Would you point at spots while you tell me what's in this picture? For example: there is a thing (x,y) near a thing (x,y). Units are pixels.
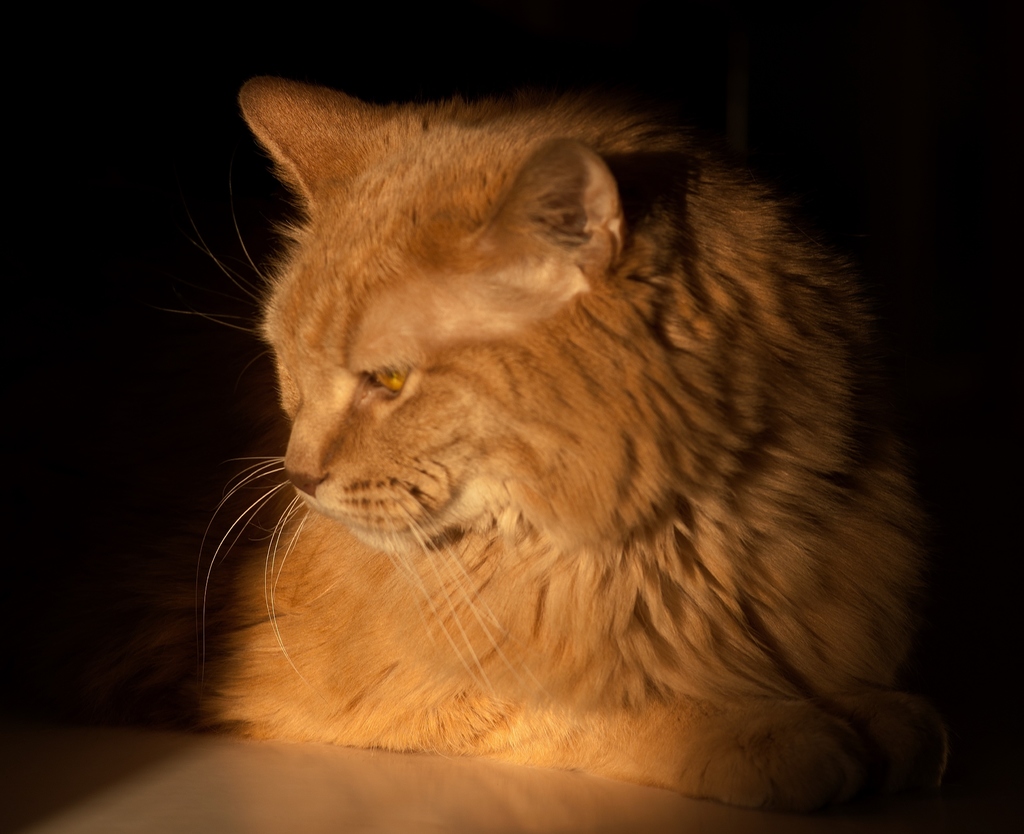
In this picture we can observe a cat (685,495) sitting on the floor (382,810). This cat (394,337) is in brown color. The background (124,233) is completely dark.
